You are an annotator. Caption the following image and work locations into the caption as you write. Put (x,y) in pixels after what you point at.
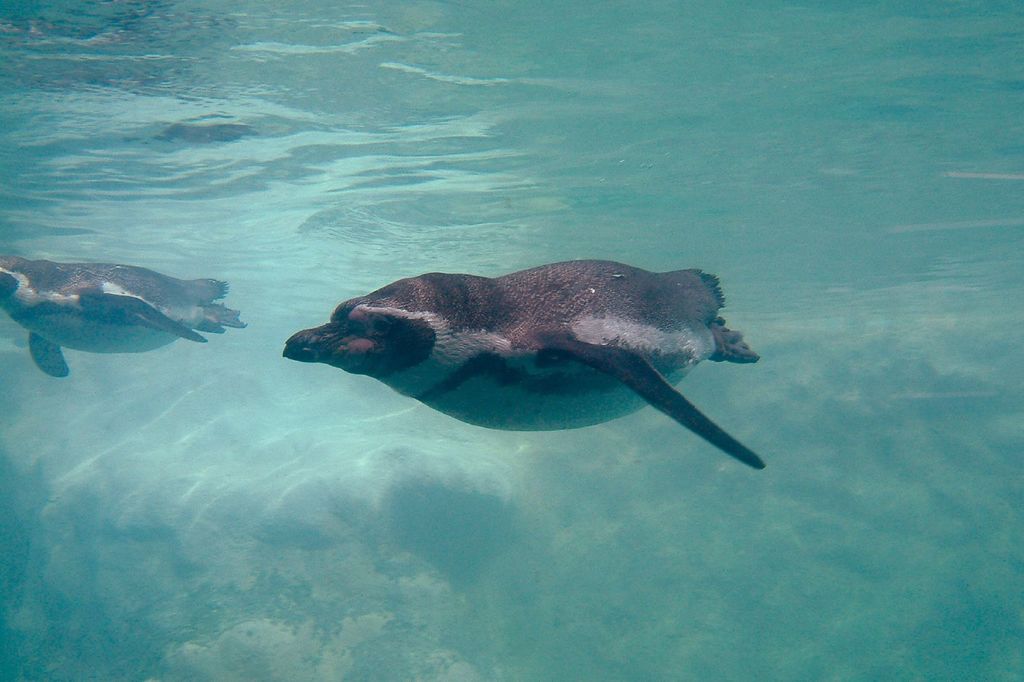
In this image, in the middle (549,398), we can see a penguin (552,346) which is in the water (803,443). On the left side (192,311), we can also see another penguin (165,294) which is in the water (176,355). In the background (318,366), we can see a water (438,262).
